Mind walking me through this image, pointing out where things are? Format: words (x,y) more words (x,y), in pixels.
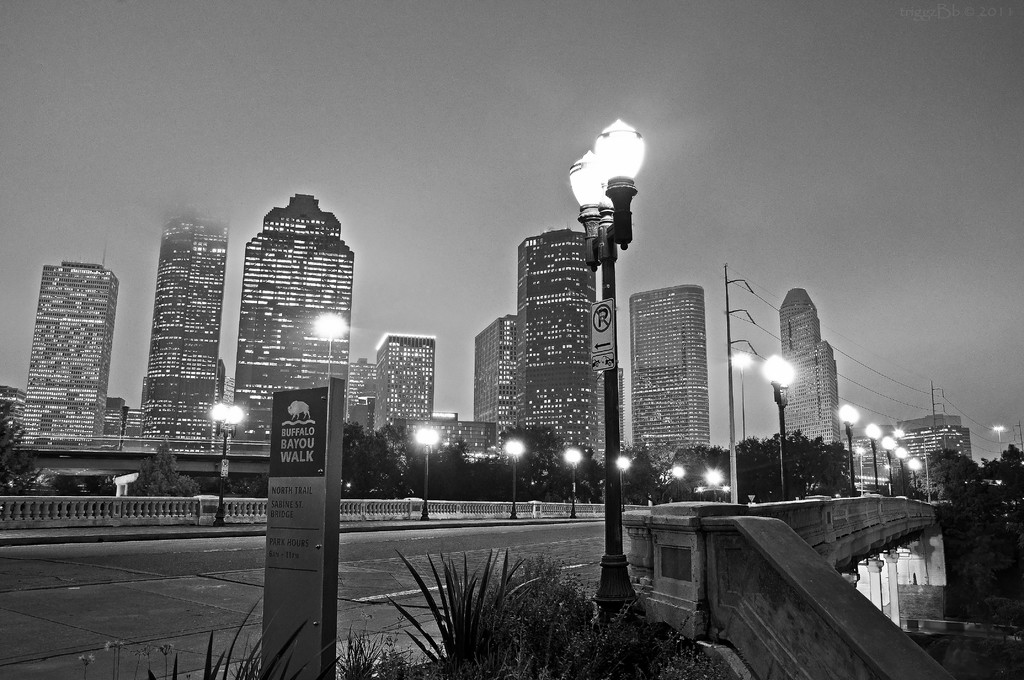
In the foreground (420,518) I can see grass (432,616), plants (462,613), boards (330,604), light poles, bridge (663,514), pillars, road (589,542), trees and so on. In the background (64,427) I can see buildings (329,293), lights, wires (769,306), water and the sky (773,86). This image is taken may be during night.
